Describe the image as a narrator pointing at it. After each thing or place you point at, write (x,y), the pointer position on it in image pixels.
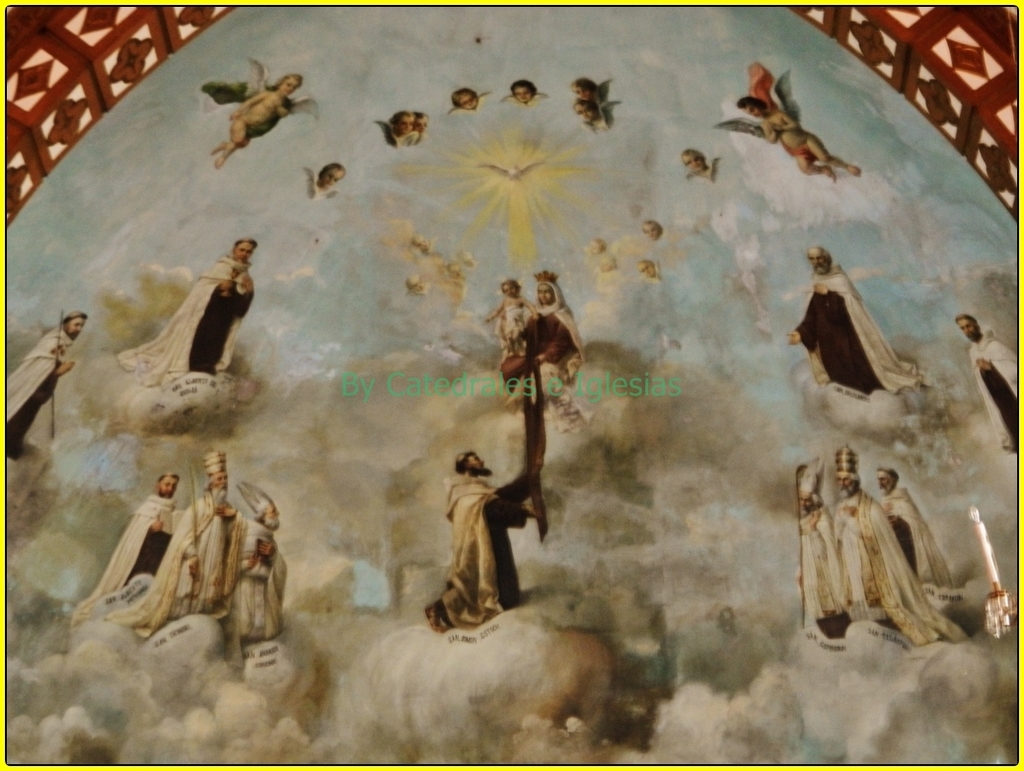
This image is poster. In this picture we can see some persons (927,550), bird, arch (997,24), some text (540,373) are there.
